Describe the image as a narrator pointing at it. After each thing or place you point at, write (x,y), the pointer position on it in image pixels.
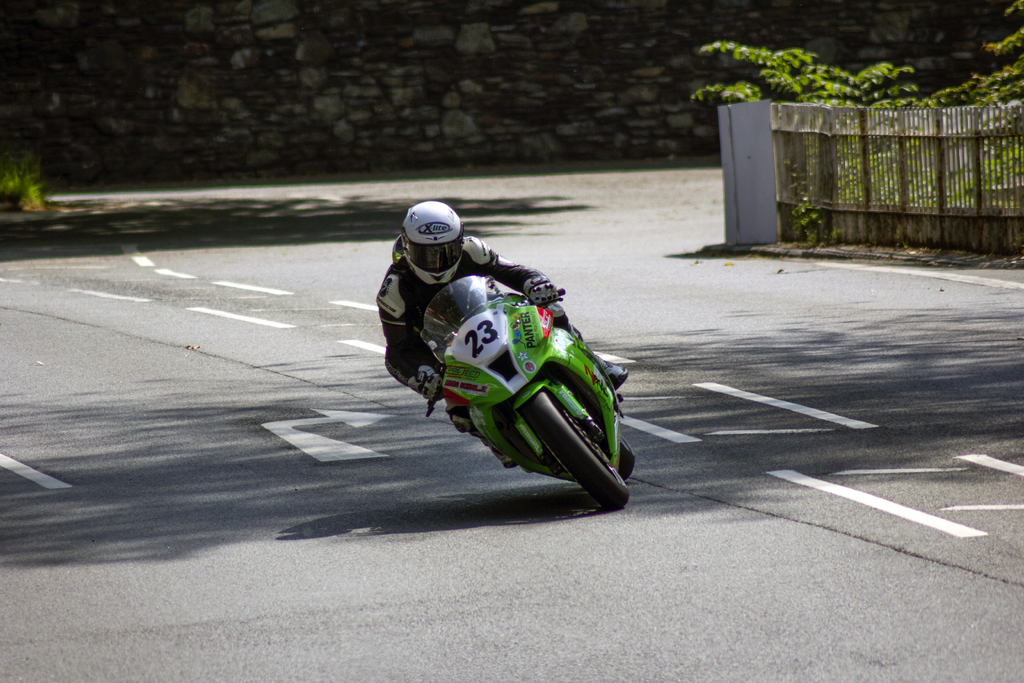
In this picture we can see a person (460,432) riding a motorcycle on the road (479,467) and in the background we can see a fence (1015,194), trees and the wall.
